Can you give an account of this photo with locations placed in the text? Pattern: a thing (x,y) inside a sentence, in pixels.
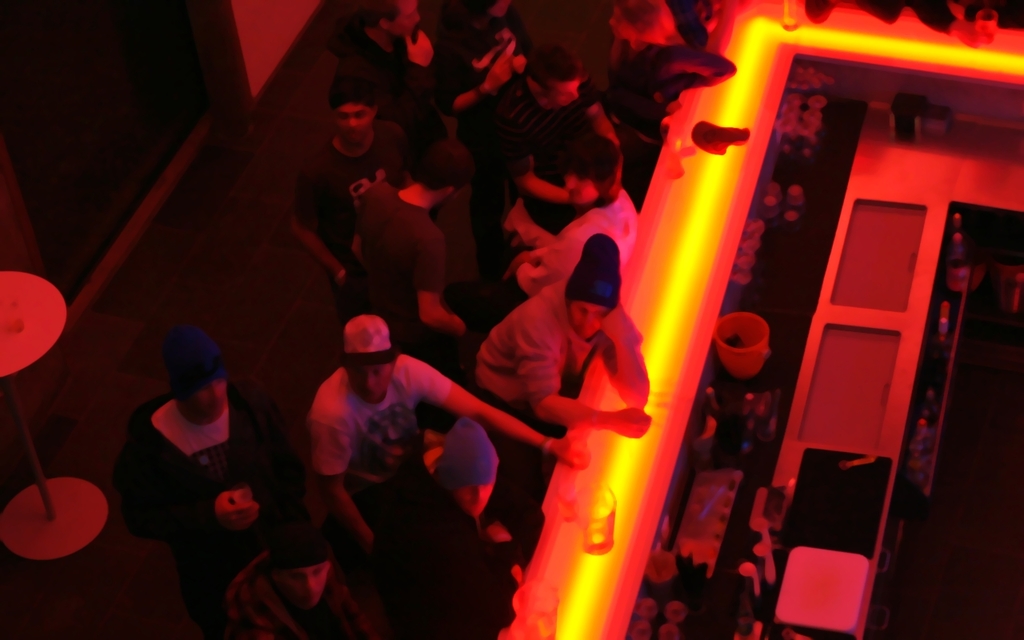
In this picture are group of people (398,291) standing. On the right side of the image (707,145) there are bottles (945,331) and there are objects (720,135) on the table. On the left side of the image (12,293) there is a table (27,309) and there is a wall (154,188).
